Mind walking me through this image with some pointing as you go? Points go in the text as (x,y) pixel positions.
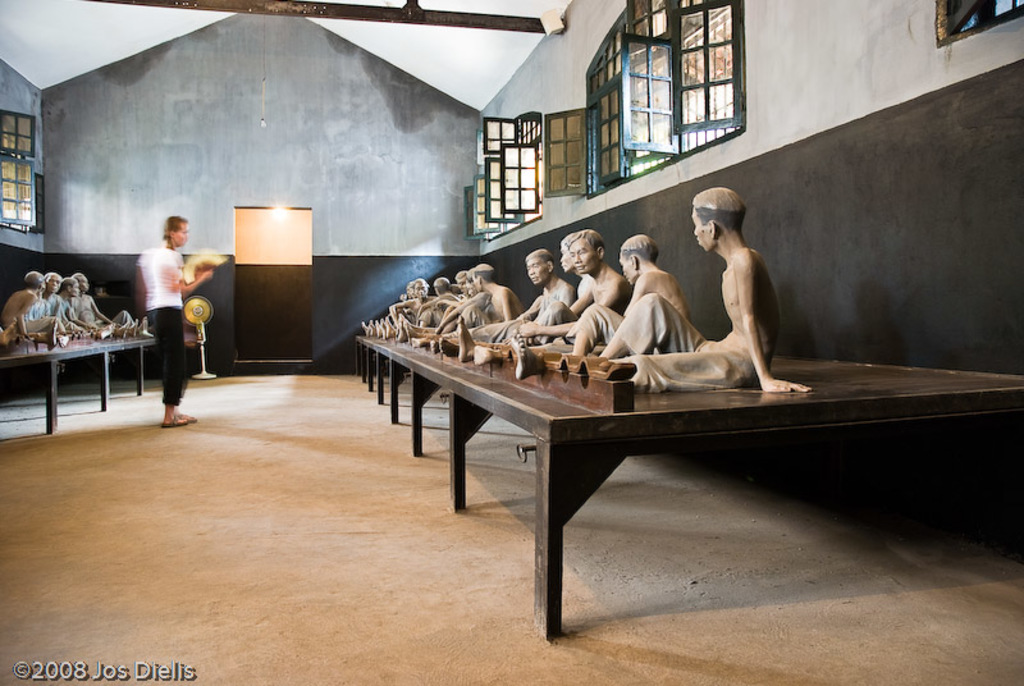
On the left side of the image (163,346) there is a person (174,306) standing and holding an object (205,271). On the right (686,374) and left side of the image (87,300) there are few sculptures (593,350) sitting on the table (131,347). In the background (508,156) there is a wall (432,132) and windows (593,122).
